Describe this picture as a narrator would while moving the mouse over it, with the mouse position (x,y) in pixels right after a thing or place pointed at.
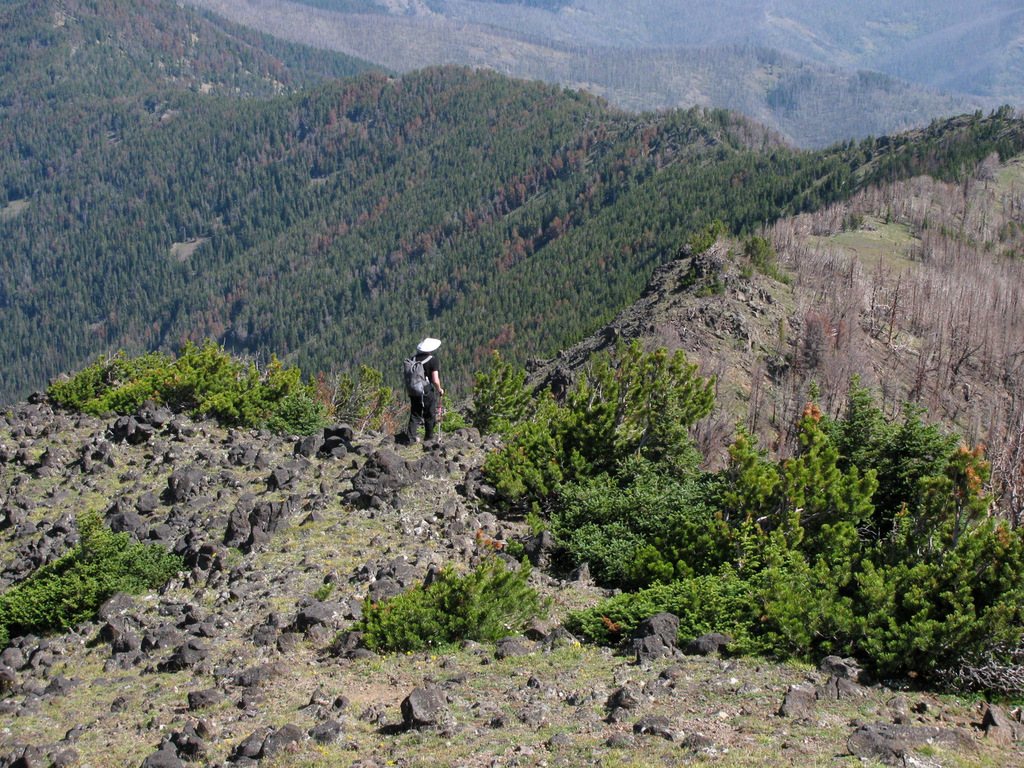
In the middle of the picture (423,362), we see a man (430,374) who is wearing a grey backpack (413,376) and a white hat (429,342) is standing. At the bottom (381,620), we see the stones (435,688) and the shrubs (417,588). There are trees (539,292) and hills (695,177) in the background (749,228).
